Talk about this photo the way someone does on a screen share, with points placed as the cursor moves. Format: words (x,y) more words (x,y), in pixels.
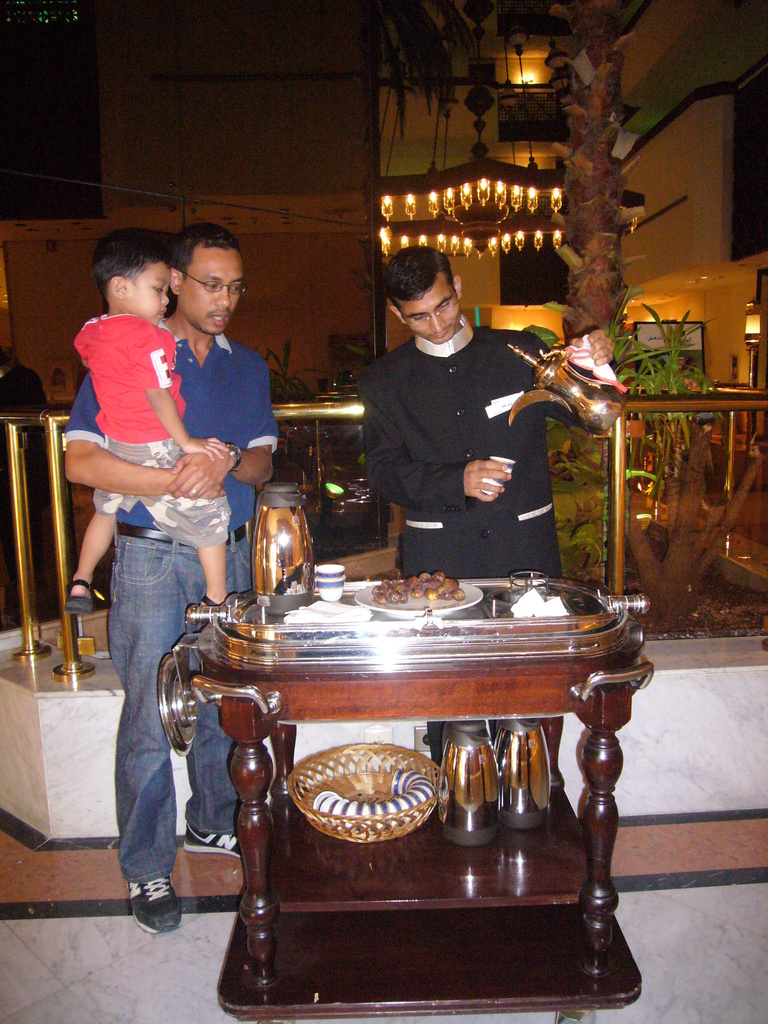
This is the picture of a place (263,138) where we have two people (253,461) and a child (134,389) standing in front of the table (568,912) on which there are flask (471,823), bowl (345,820), plates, and some food items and behind them there is a tree (579,285) and some lights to the wall (269,246).
